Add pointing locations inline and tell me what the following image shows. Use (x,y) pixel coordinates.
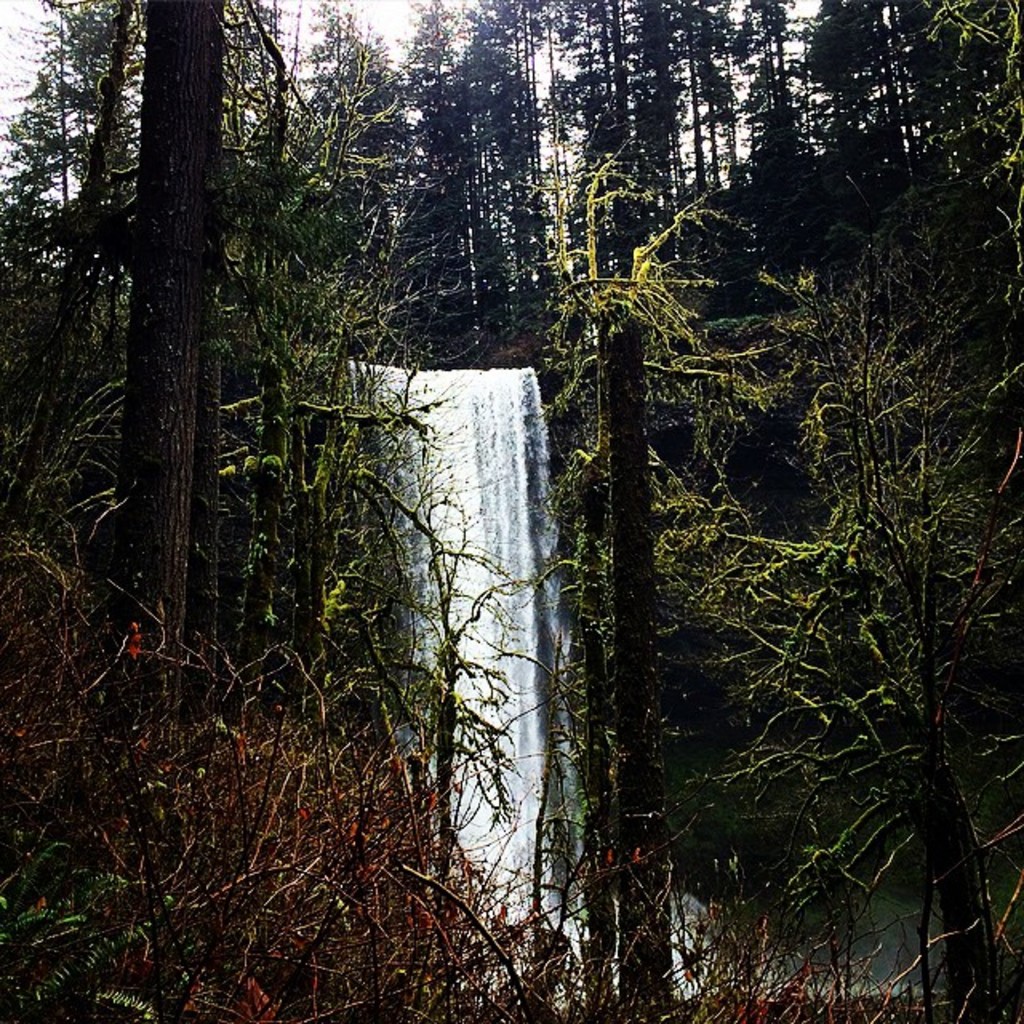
In the middle of the image (524,576) I can see in the waterfalls (465,696) and there are many trees (227,191).
